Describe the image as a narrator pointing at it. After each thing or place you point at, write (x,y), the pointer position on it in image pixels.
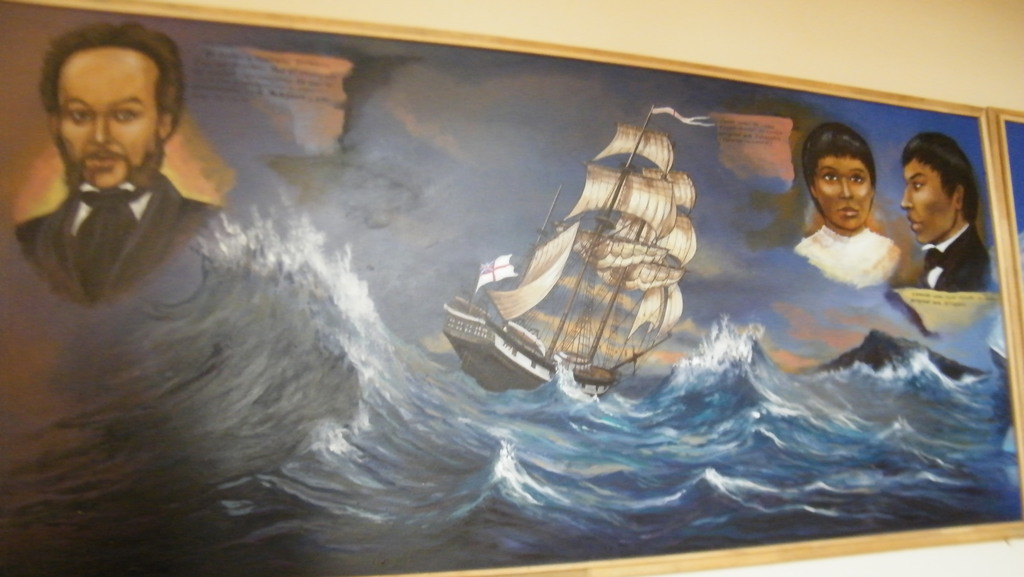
Painting pictures (780,149) are on the wall (901,37). In this picture we can see ship (482,335), people (889,245) and water (534,451).
